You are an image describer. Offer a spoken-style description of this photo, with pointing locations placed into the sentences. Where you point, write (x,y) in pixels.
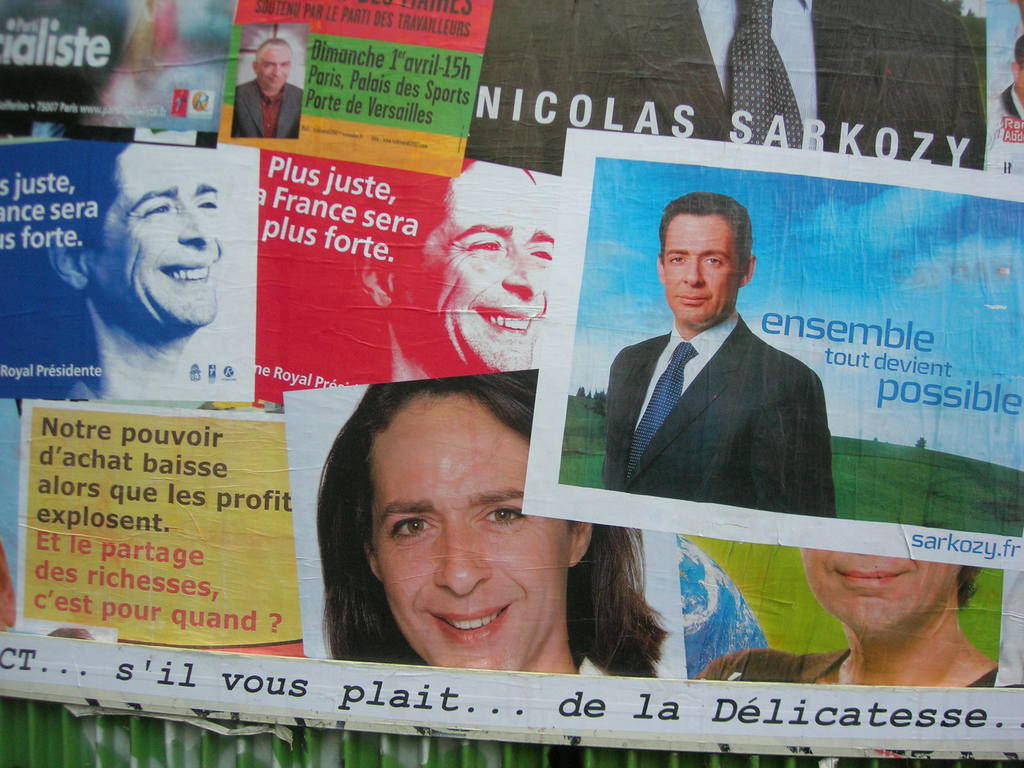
In the image we can see there are many posters (507,373), in most posters (401,189) there is a person (666,365) wearing clothes (681,411) and some of them are smiling. This is a text (395,689).
